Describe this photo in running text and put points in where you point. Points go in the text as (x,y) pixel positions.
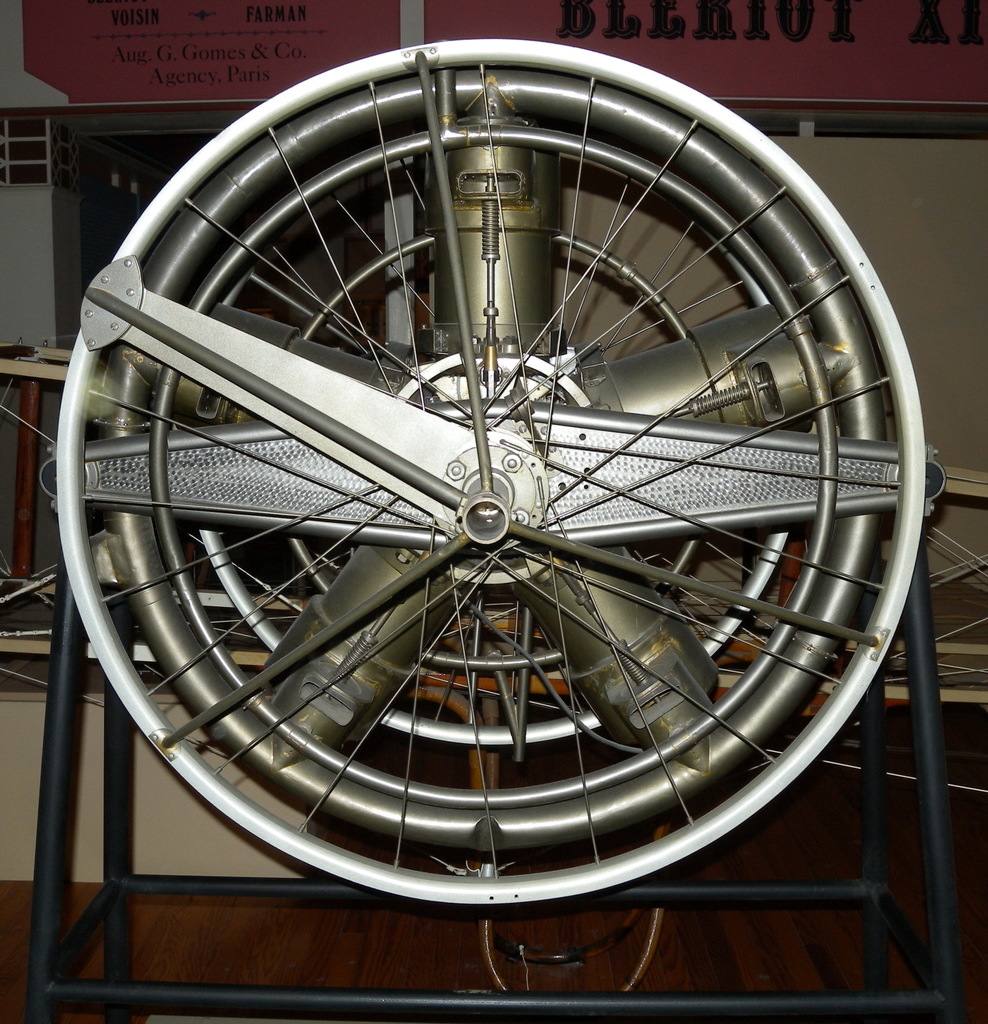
The picture consists of an engine (518,688), placed on a metal stand (420,989). In the background (28,596) there are desk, mechanical objects (25,440) and wall (923,214).
